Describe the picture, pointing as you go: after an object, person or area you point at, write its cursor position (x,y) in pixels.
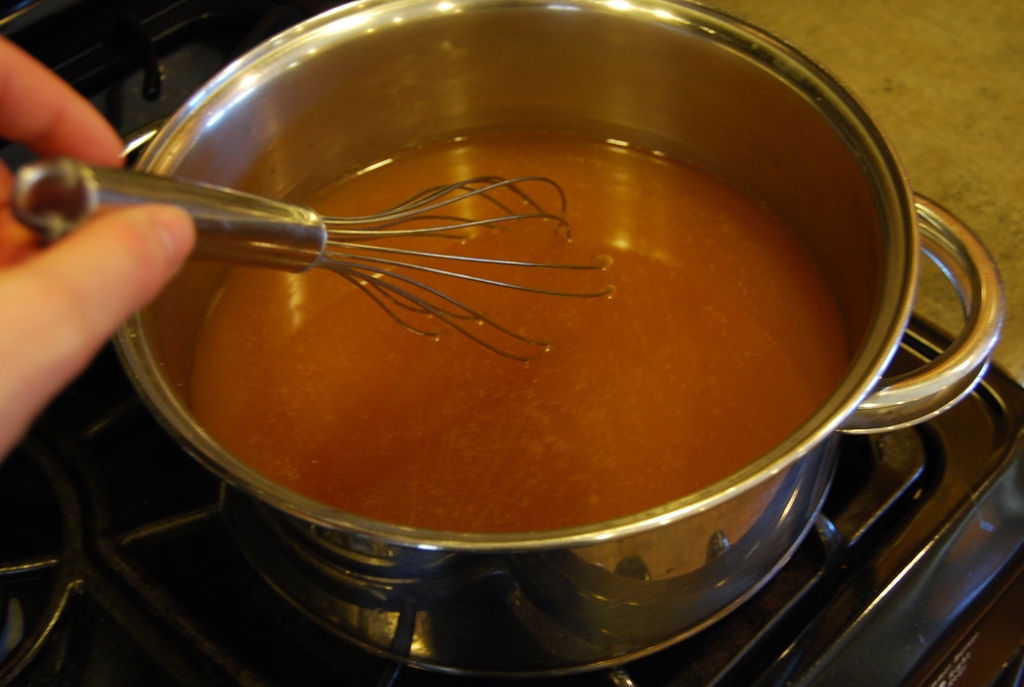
In this image, we can see a cooking pot (740,485) with some liquid (628,400) is placed on the black stove (961,520). Here we can see a human fingers (74,250) with steel whisker (229,193). Right side (925,64) top corner, there is surface (942,124).
